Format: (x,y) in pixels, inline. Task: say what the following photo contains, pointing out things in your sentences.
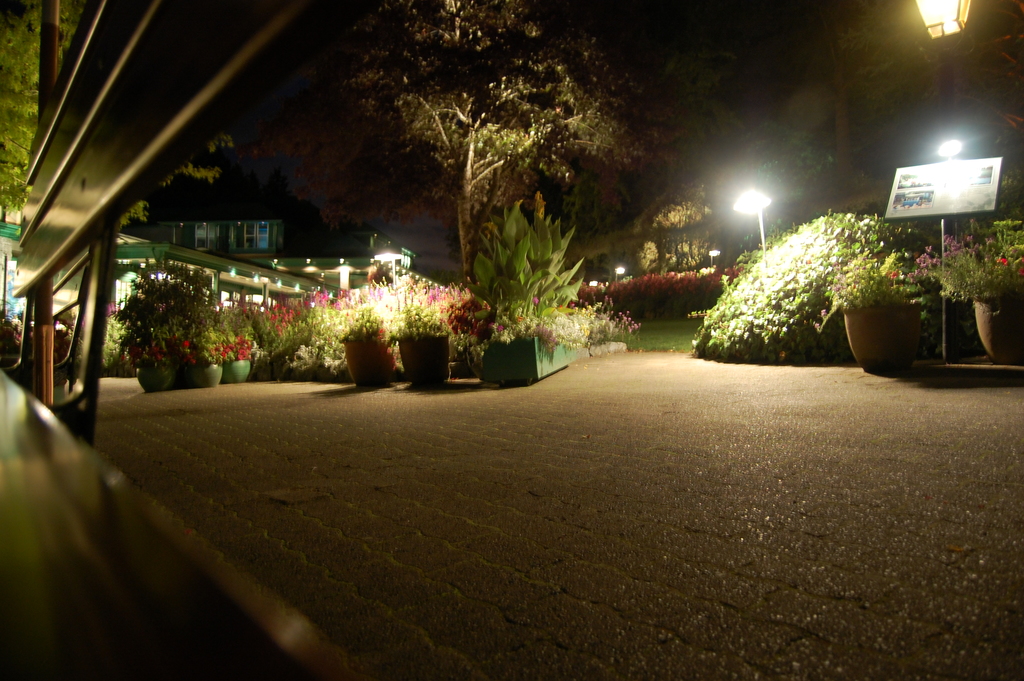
This image is taken during night time. In this image we can see many flower pots (432,367), plants (717,274) and also the trees (565,141). We can also see the lights (924,15). On the right (911,201) there is an information board (944,192). In the background (289,272) we can see the building (262,286) with lighting (279,286). At the bottom (545,582) there is path (482,542).
